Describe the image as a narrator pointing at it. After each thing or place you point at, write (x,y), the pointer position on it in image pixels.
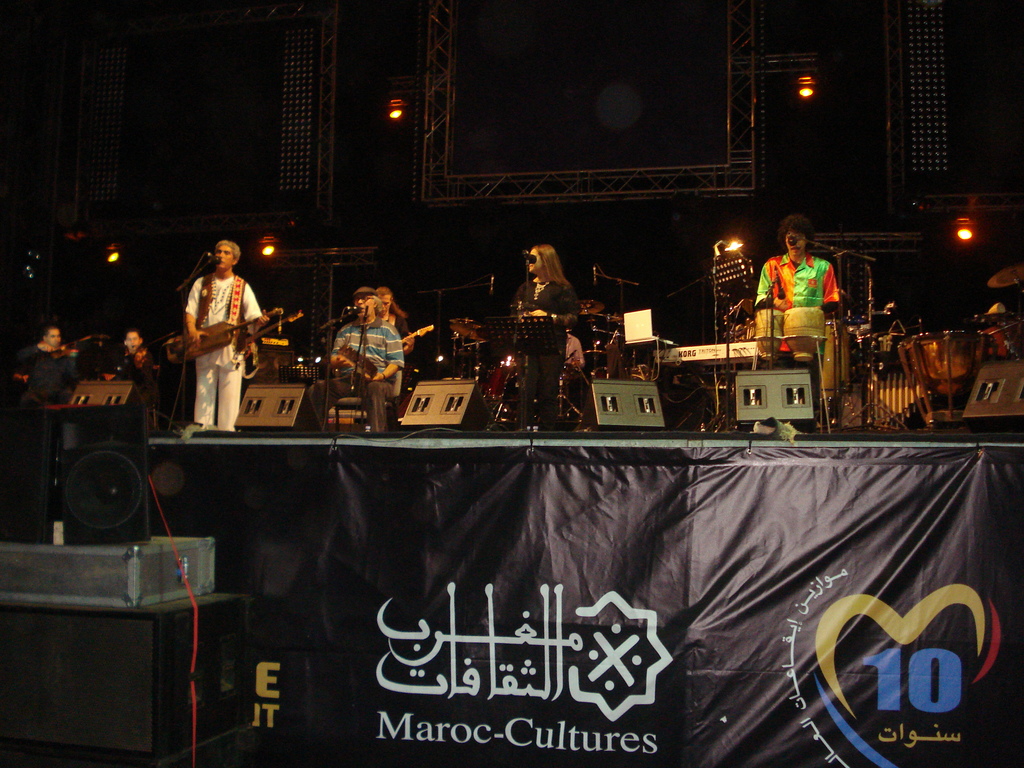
This is a stage (688,330). In the front (625,554) there is a banner (706,615). In the left side (106,478) there is a speaker (106,478) kept on the table (81,591). A person (212,317) wearing a white dress (214,324) is holding a musical instrument (207,343) and singing. there many people (372,338) in the stage (416,315) are singing and playing musical instruments (603,364). There are drums (923,353) in the right side (923,353). In the background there are lights (731,250) and stands (728,172). Also there are speakers (415,397) in the front (653,404).
